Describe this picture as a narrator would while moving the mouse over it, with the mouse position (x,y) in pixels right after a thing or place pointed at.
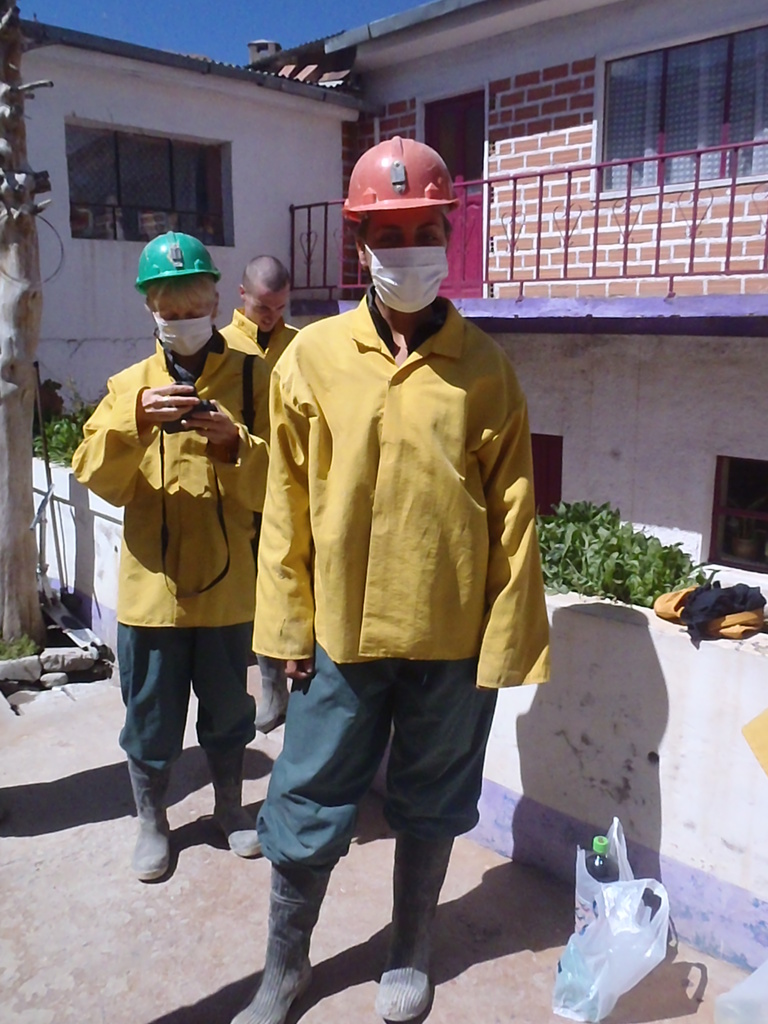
In the image I can see people (241,541) are standing among them the people (273,444) in the front (193,427) are wearing helmets (199,266) and yellow color dress (328,346). I can also see these people (313,569) are wearing yellow color clothes (345,529). In the background (3,462) I can see buildings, fence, plants (590,538), a pole (16,532) and the sky (220,36). In front of the image I can see a bottle (608,859) in a carry bag (609,953) and some other objects (564,944).
